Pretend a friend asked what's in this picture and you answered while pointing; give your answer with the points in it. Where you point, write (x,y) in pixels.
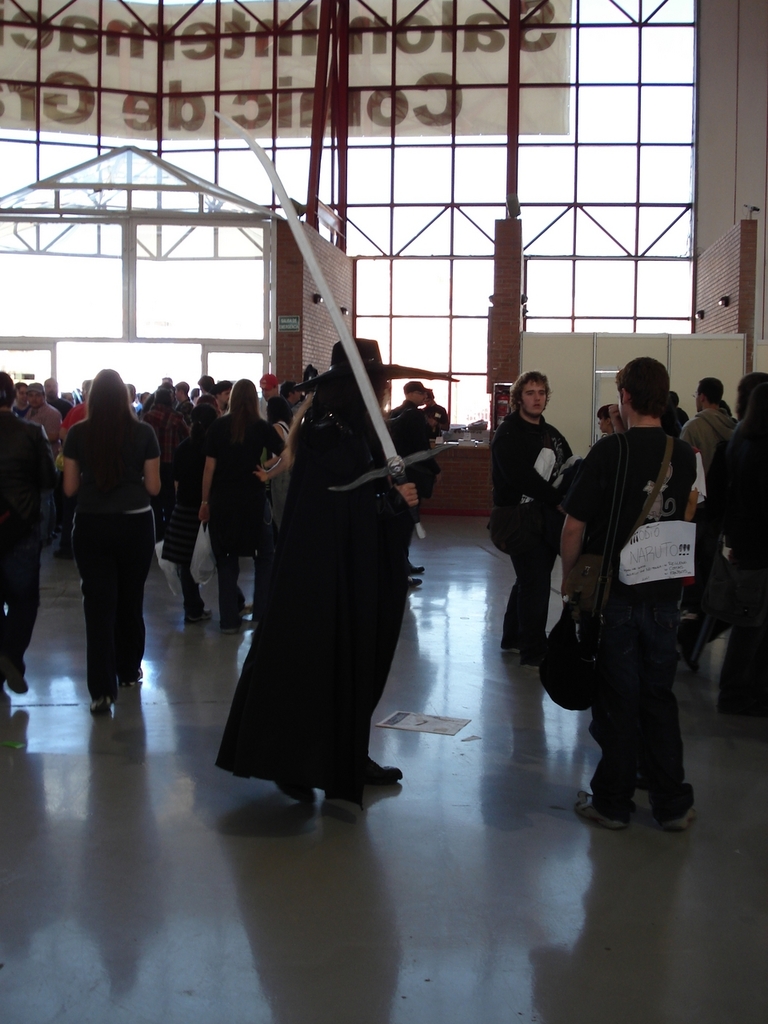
The woman (328,476) in the middle of the picture (388,541) wearing a black dress (296,683) and black hat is holding a sword (387,442) in her hands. Behind her, we see people (539,413) walking. Beside her, we see a man (640,496) in black T-shirt (662,515) who is wearing black bag (574,667) is standing. Behind them, we see a cupboard (592,379) in white color. Behind them, we see a building (477,312). At the top of the picture (395,119), we see a white color board (383,128) with some text (349,38) written on it.
